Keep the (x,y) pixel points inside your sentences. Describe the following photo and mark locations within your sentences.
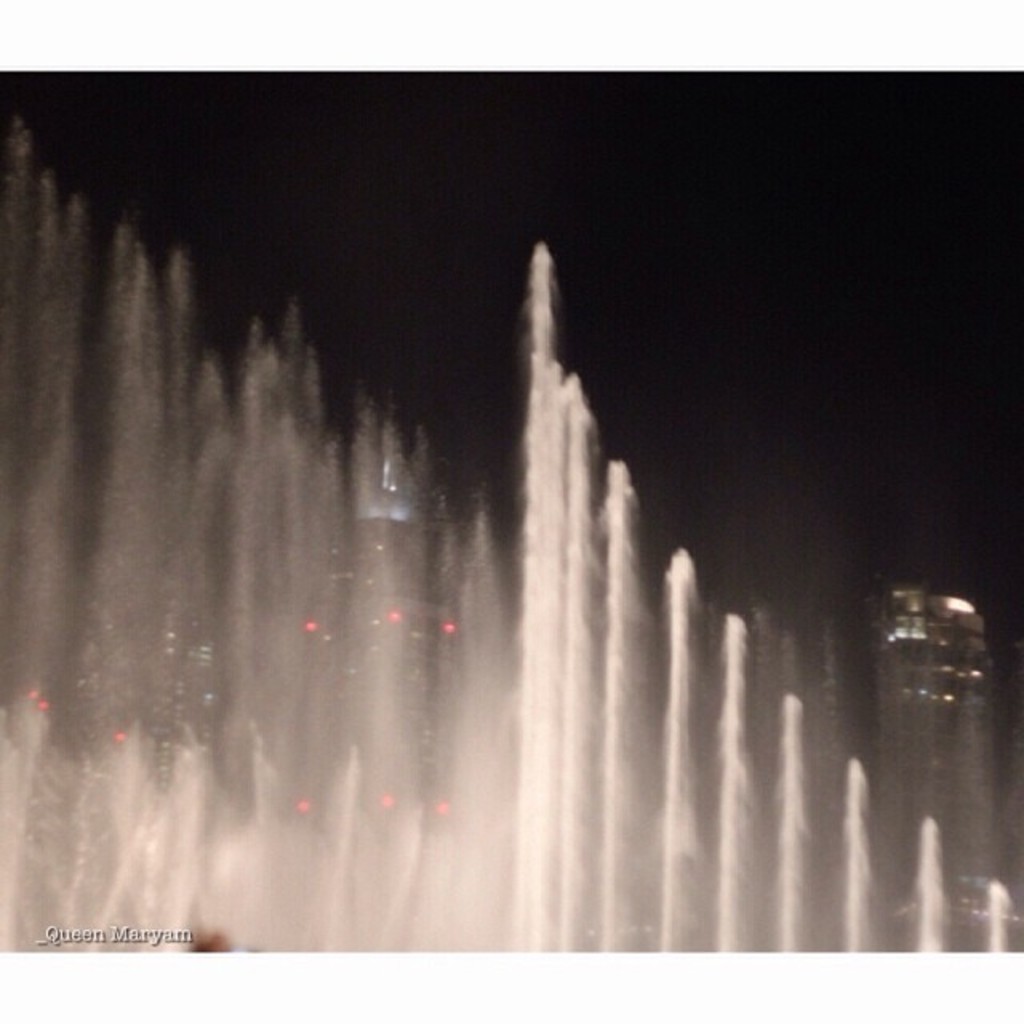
In the front of the image (802,712) there is a water-fountain (791,794). In the background of the image (910,667) there are buildings (951,679) and dark sky (747,411). At the bottom left side of the image (148,942) there is a watermark (125,942).
